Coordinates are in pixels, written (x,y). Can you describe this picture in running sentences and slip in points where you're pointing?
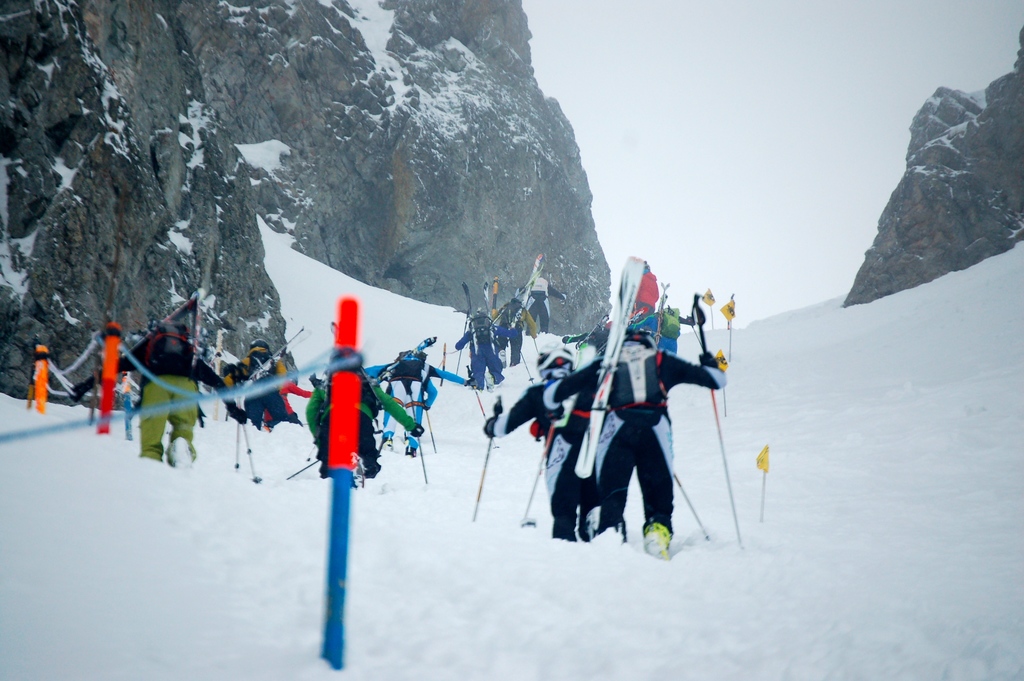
In this image there are few people (478,312) who are skiing in the snow (533,475). In front of them there are mountains (436,119) on which there is snow (436,91). At the bottom (342,545) it looks like a fence (333,379). They are walking in the snow (704,466) by holding the sticks (716,409). Beside them there are flags (729,309) which are kept in the snow (754,498).
